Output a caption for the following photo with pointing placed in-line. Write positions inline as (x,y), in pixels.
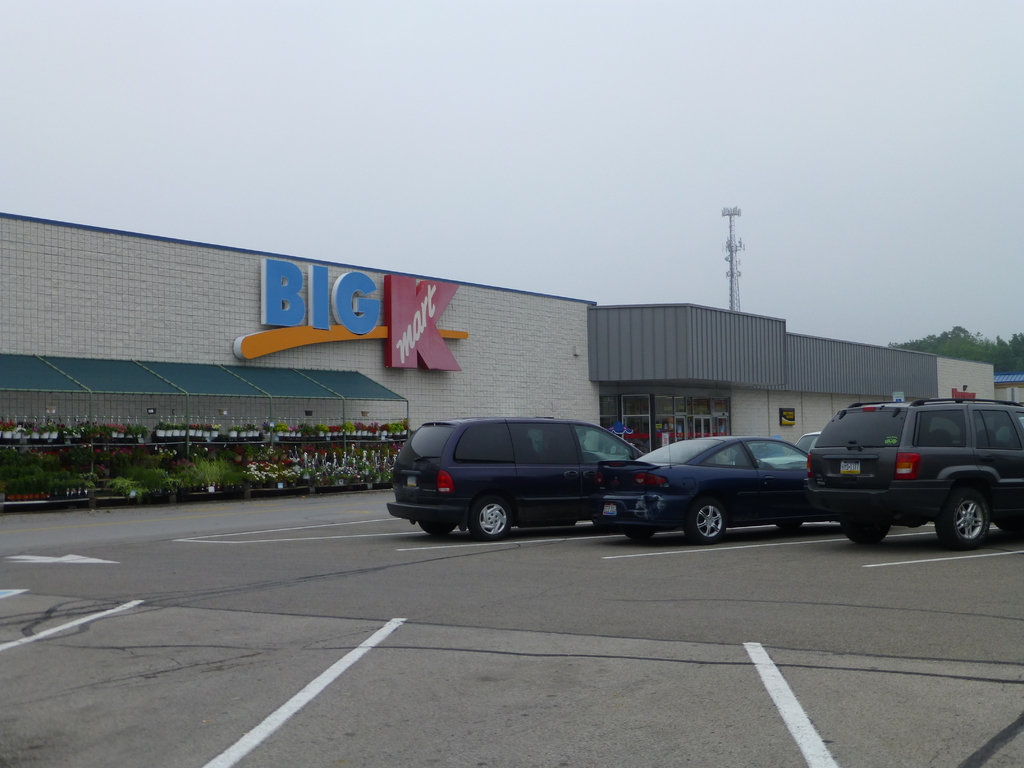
In this image at front (944,503) cars (482,502) were parked on the road (487,646). At the back side (210,462) there are plants (285,427) with the flowers (297,469) on it. At the background (578,337) there are buildings (803,379), trees (951,356), tower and sky (607,110).
